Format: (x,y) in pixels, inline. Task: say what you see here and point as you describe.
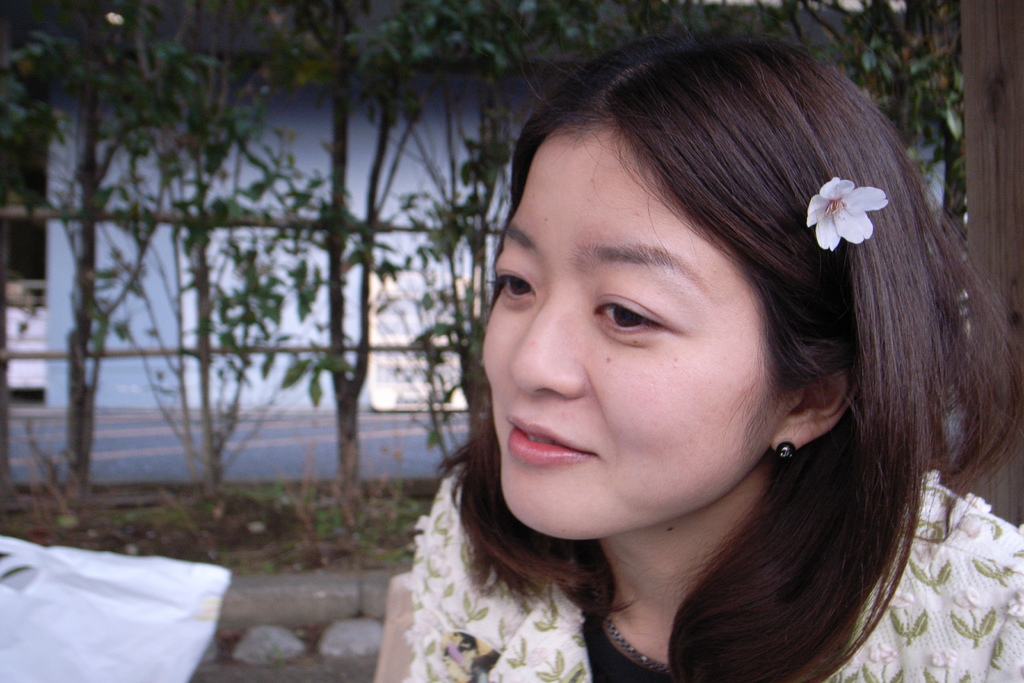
In this image I can see a woman (889,337), there is a flower (865,212) in her hair (884,176). There are plants (144,263) at the back (296,207).
